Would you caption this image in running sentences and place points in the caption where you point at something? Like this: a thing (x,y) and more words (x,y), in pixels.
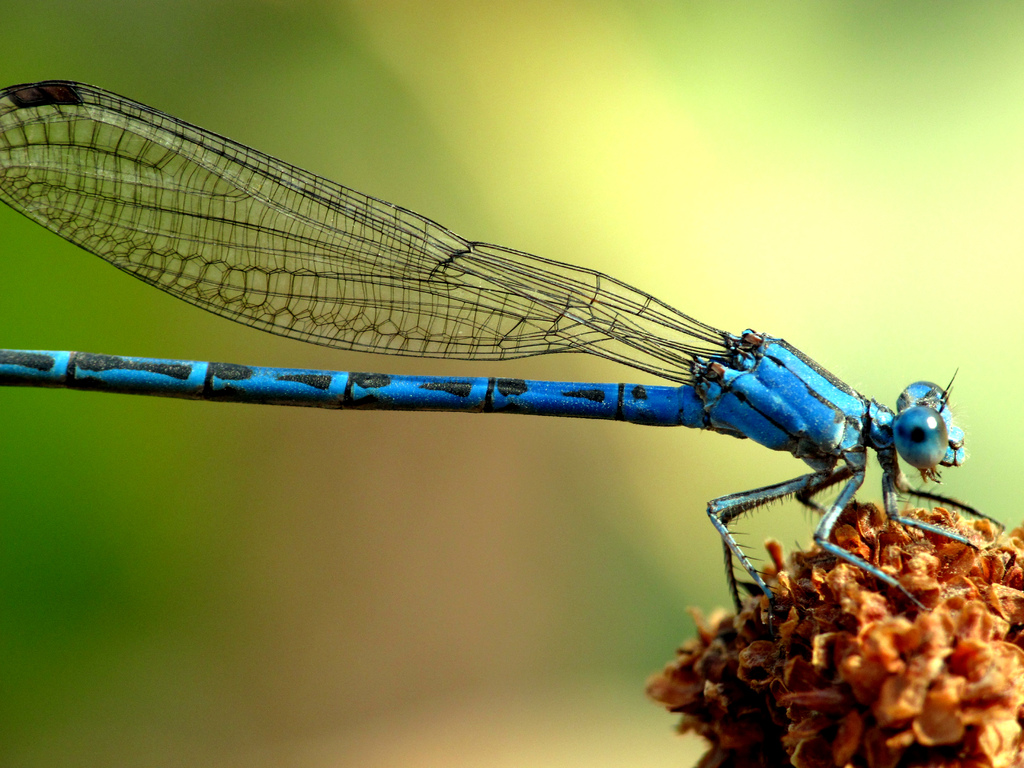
Here we can see a blue insect (634,388). Background (293,38) it is blur.
